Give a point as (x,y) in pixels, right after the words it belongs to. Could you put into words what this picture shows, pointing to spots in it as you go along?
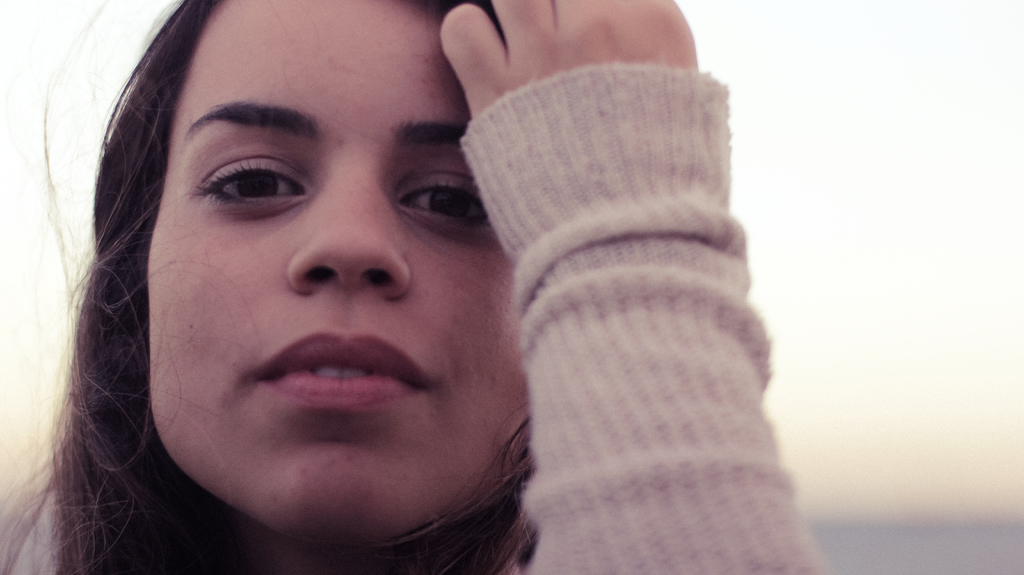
There is a zoom in picture of a person's face (371,322) as we can see on the left side of this image (269,327). There is a sky (869,169) in the background (58,151).
